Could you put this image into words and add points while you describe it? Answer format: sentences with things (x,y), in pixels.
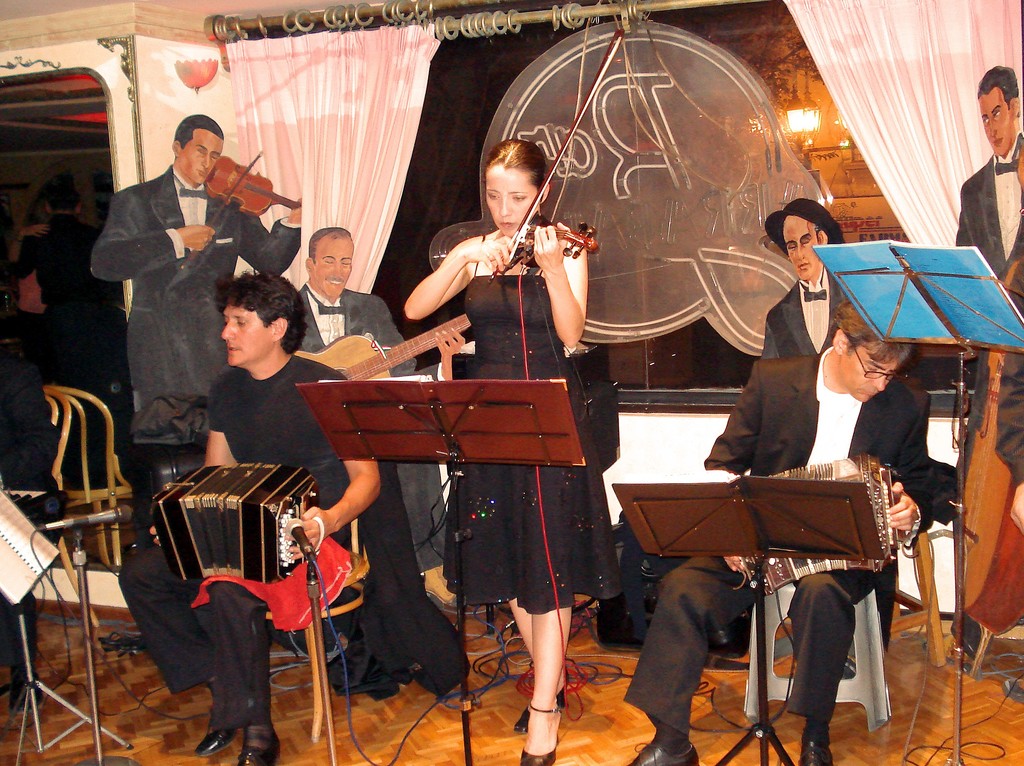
In the center of the image (564,300) there are people (244,681) playing musical instruments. In the background of the image (192,341) there is a poster (971,190).
